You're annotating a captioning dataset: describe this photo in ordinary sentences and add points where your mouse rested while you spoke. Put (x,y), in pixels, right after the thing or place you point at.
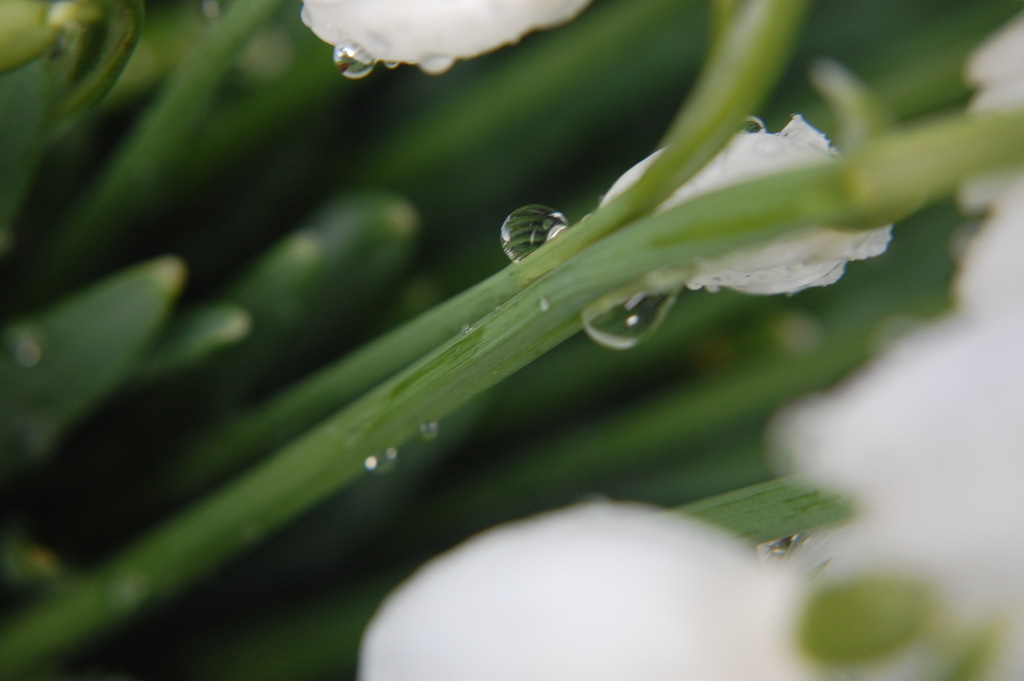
In this picture we can see stems (471,296), water droplets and petals (607,569). In the background of the image (608,115) it is green.
